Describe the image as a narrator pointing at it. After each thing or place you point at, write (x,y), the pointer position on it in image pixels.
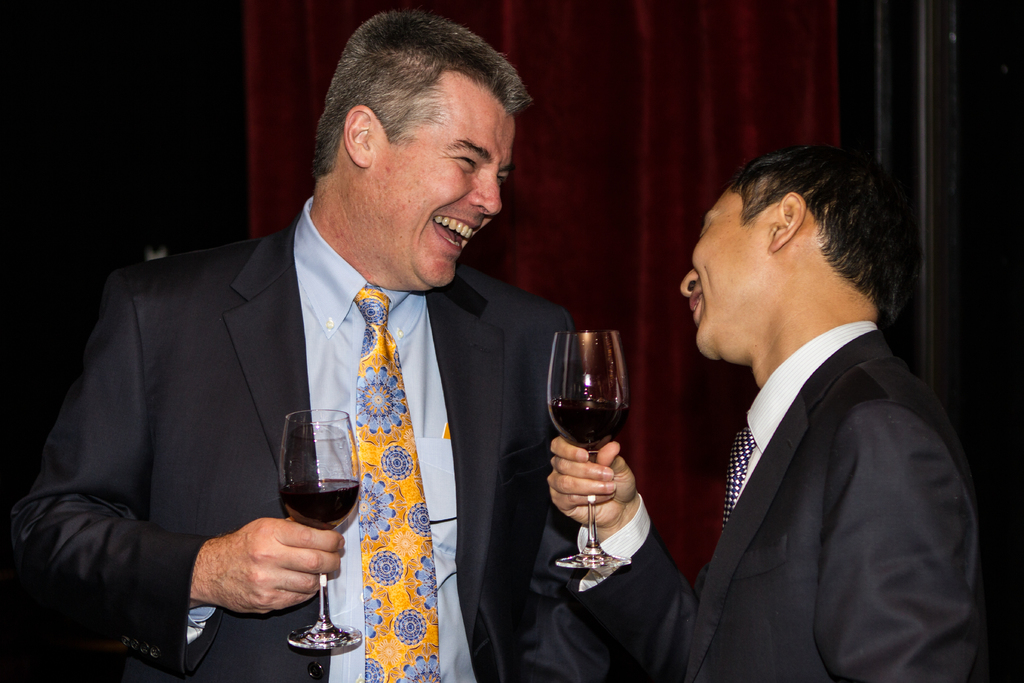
As we can see in the image there are two people (739,499) holding glasses (308,520) in their hands (296,525) and laughing.
